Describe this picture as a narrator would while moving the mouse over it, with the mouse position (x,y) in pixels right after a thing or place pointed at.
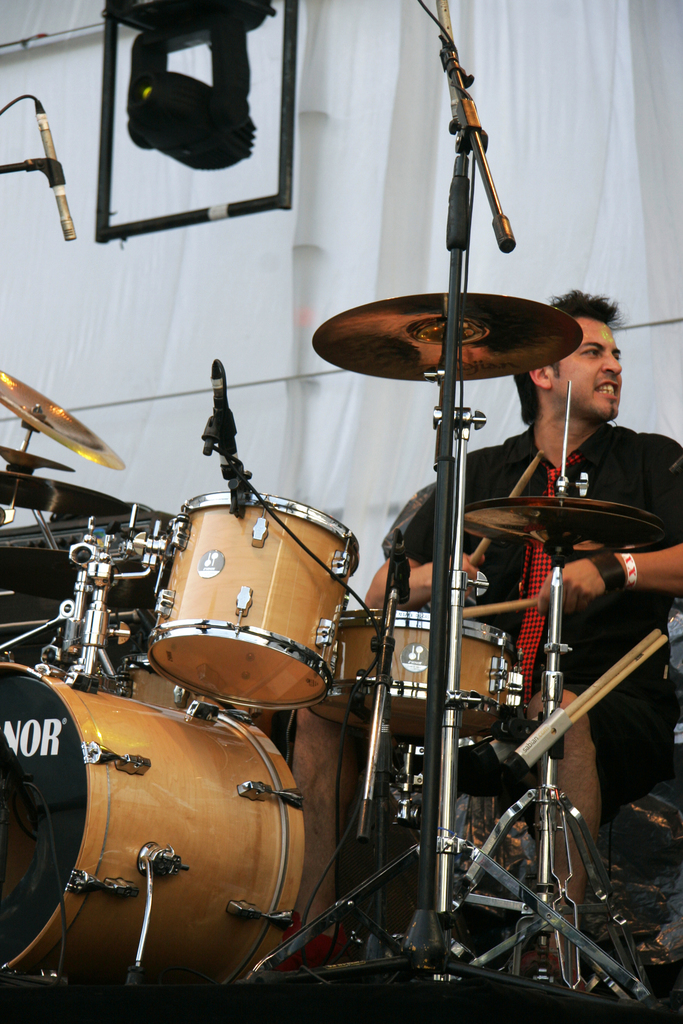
In this image there is a man (609,445) playing musical instruments (164,591), in the background (250,107) there is a white curtain (225,289) and a light (177,97).
